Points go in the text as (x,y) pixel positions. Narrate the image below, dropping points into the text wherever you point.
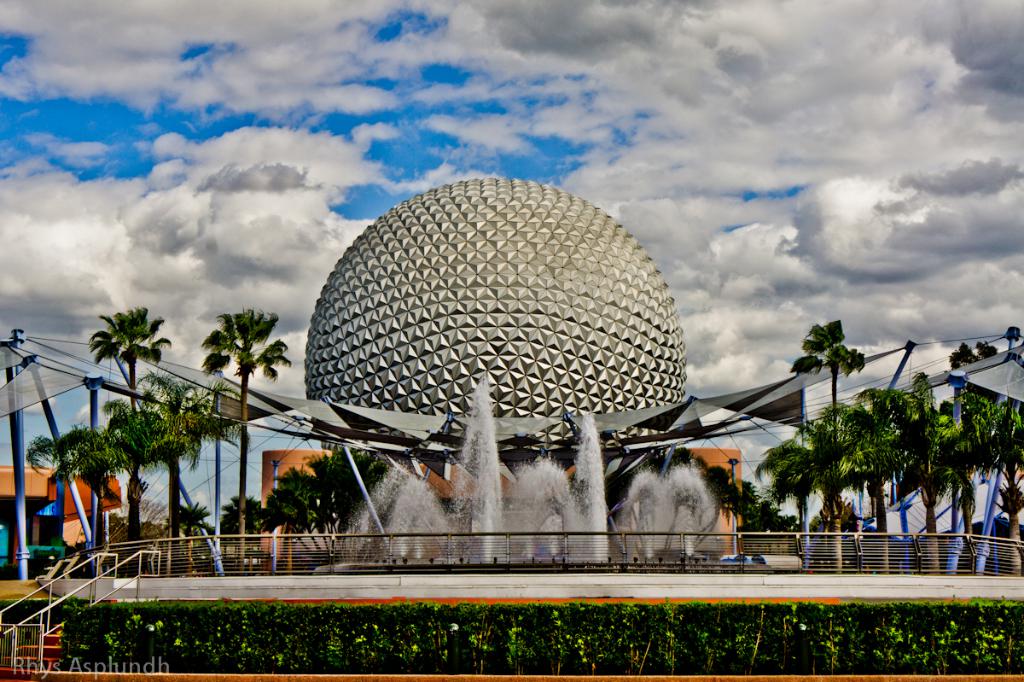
In this picture we can see plants (254,604), fence (1006,565), rods (171,565), poles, trees (148,532), shed (46,486) and water fountain (388,531). In the background of the image (400,424) we can see dome (660,298), shelters (660,409) and sky (191,128) with clouds (141,243). In the bottom left side of the image (28,676) we can see text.
